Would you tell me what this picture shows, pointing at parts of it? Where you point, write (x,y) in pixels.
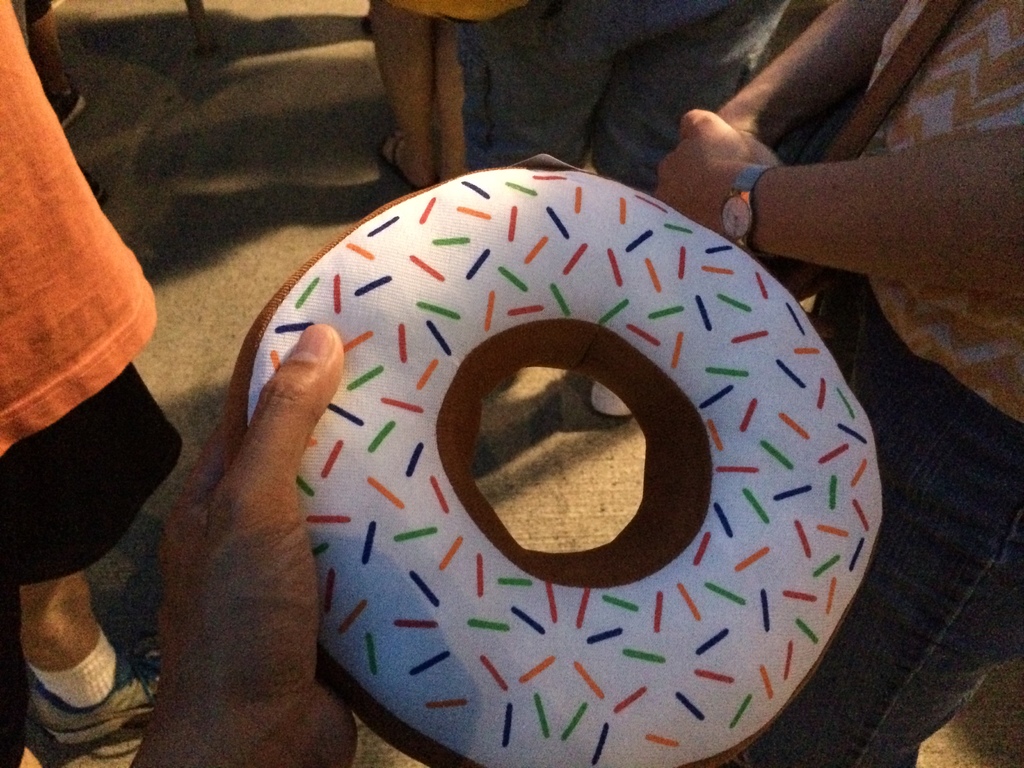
In this image, we can see some people (885,287) standing, at the middle (421,273) there is a person (302,627) holding a white and brown color object (438,349).
